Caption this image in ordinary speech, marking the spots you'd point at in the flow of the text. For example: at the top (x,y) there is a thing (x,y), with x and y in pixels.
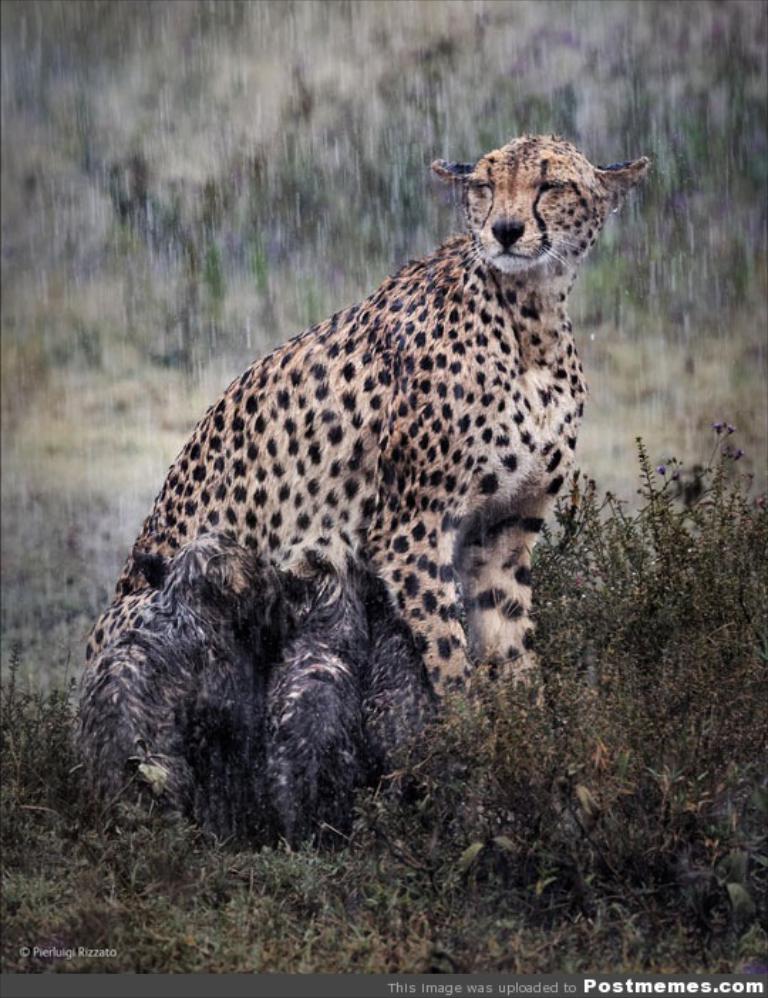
This image is taken during the rain (342,235). In the center (398,389) we can see a cheetah (365,567) on the grass (435,865). At the bottom (91,954) we can see the text (58,956).
